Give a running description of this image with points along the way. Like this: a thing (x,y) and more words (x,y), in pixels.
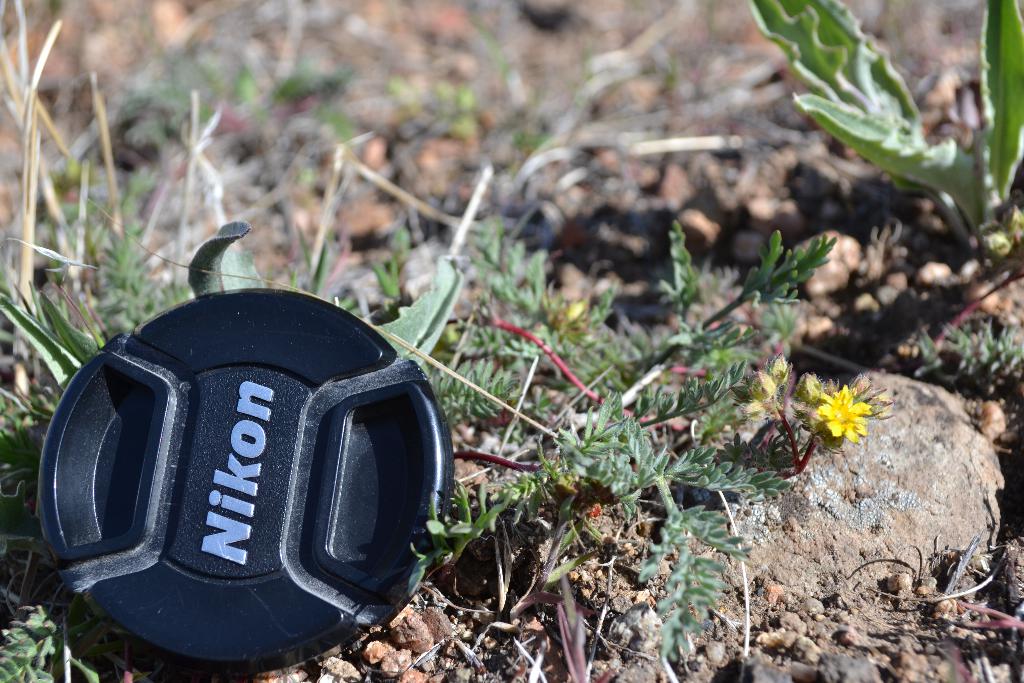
In this picture there is grass (23,520) around the area of the image.
